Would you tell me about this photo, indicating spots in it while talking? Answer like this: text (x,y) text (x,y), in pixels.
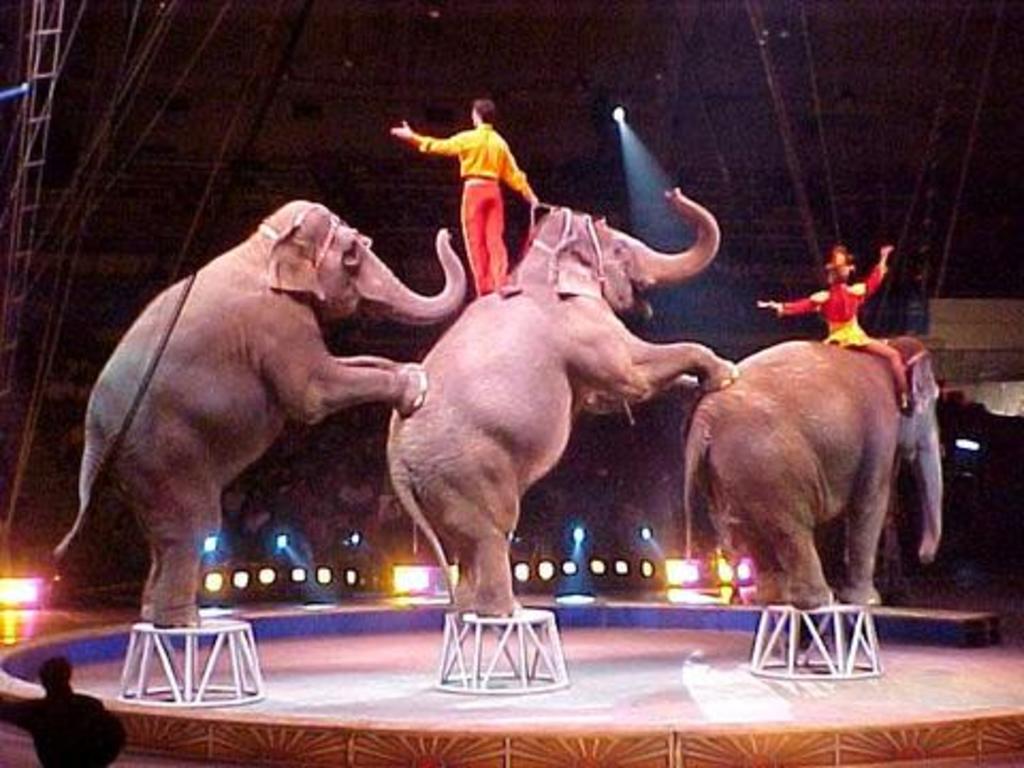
In this image we can see three elephants (401,382) standing on a bench (253,640). One person (479,143) wearing a yellow shirt (491,166) and red pant (486,222) is standing on an elephant (548,223) holding it with a rope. One person (872,342) wearing a dress (842,316) is sitting on an elephant (881,440). In the background (687,559), we can see group of lights (620,562), ropes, ladder (23,159) and the audience (310,515).
